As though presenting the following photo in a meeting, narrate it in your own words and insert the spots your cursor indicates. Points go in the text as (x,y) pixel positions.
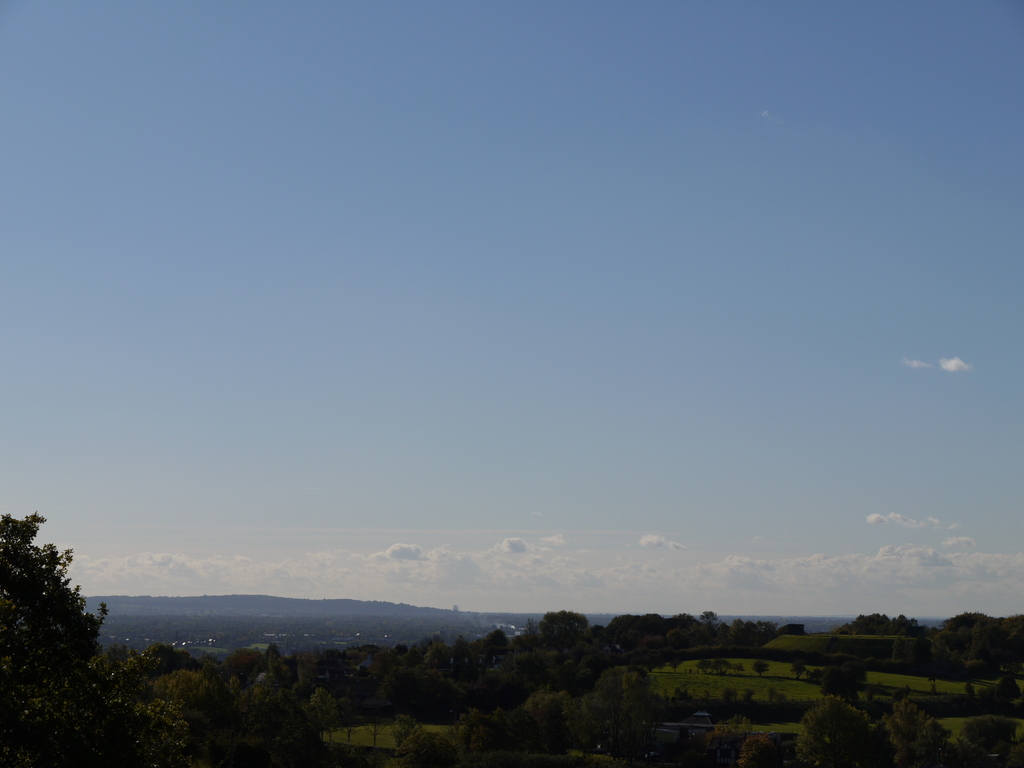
In this image, at the bottom (486,667) there are trees (459,657), hills (342,615), grass (745,666), sky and clouds (508,579).
